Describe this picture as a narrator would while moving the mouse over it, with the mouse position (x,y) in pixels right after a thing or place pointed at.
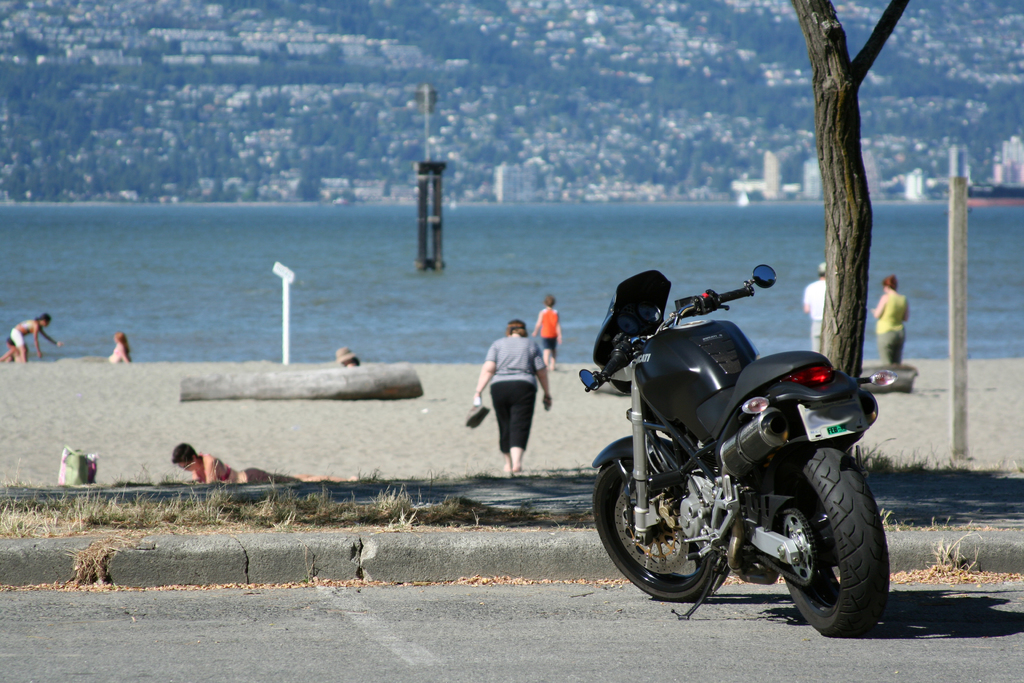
In the foreground of the picture (325,542) there are dry leaves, footpath (28,541), grass (468,517), road (314,633), tree (848,111) and a motorbike (847,415). In the center of the picture (475,380) there are people (530,345), sand (233,443), a water body (399,274), pole (961,339) and other objects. In the background (333,91) there are buildings (452,116) and trees (76,114).
